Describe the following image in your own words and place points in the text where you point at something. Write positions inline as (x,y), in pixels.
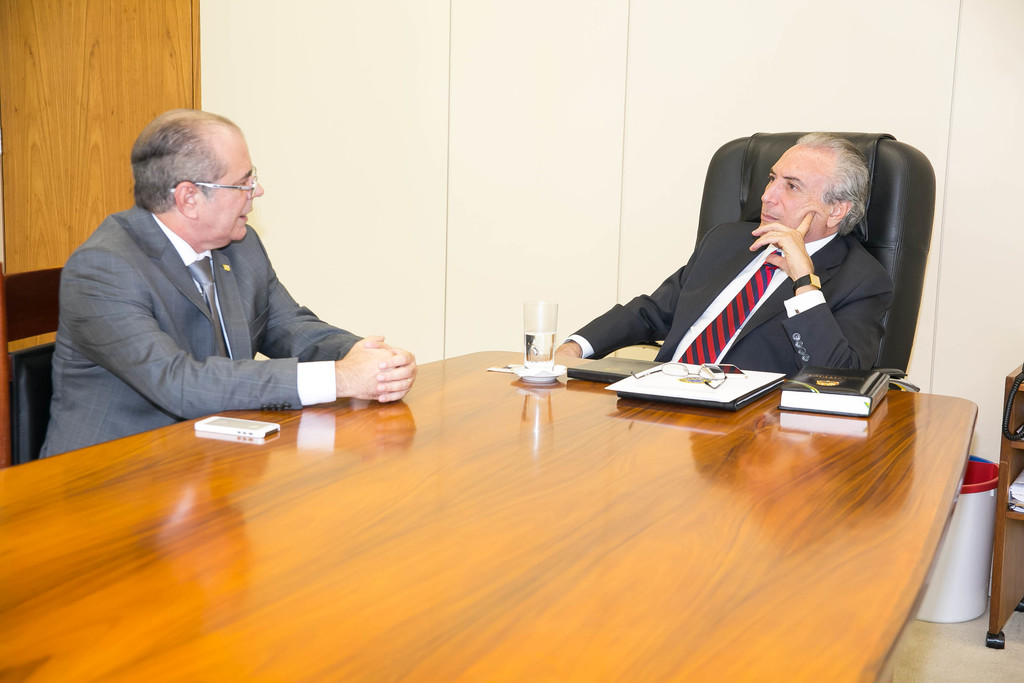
Two men (204,187) are sitting in chairs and discussing. There are laptop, book (847,393), a glass of water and a mobile (250,422) on the table (568,466).
